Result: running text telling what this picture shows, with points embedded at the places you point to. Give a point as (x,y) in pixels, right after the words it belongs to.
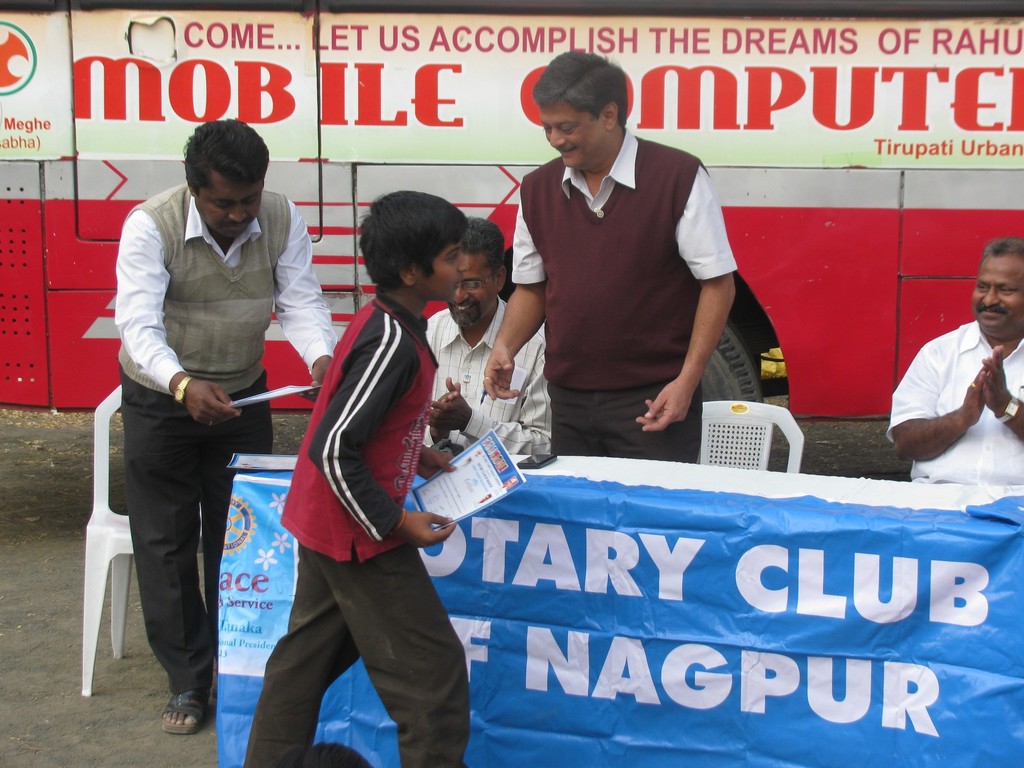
There is a kid (393,484) standing and holding a certificate (466,478) in his hands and there are four persons (708,319) beside him and there is a vehicle (297,48) which has something written on it in the background (511,59).
